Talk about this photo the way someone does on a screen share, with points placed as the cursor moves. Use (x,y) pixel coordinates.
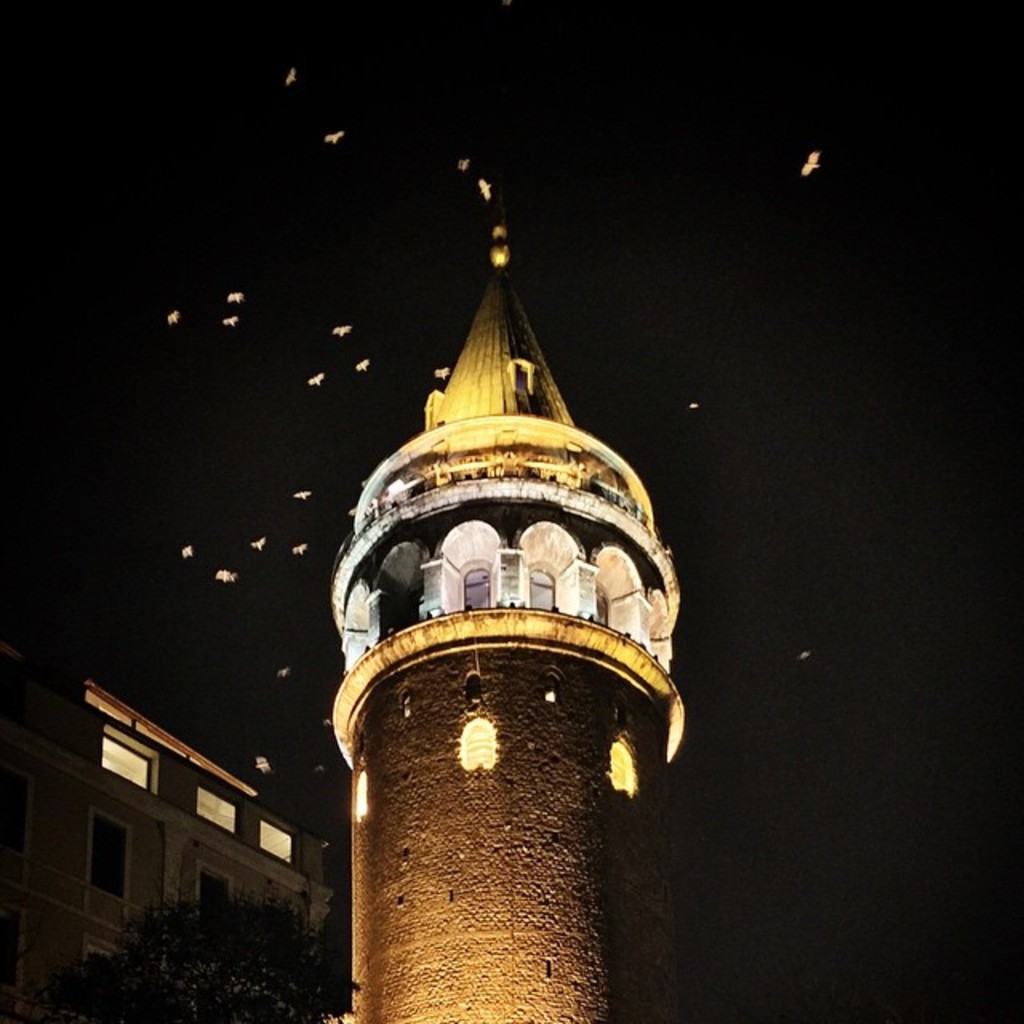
This image is taken in the dark where we can see the tower (578,802) with lights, buildings (262,841), trees (103,1009) and the birds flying in the dark sky (254,340).
